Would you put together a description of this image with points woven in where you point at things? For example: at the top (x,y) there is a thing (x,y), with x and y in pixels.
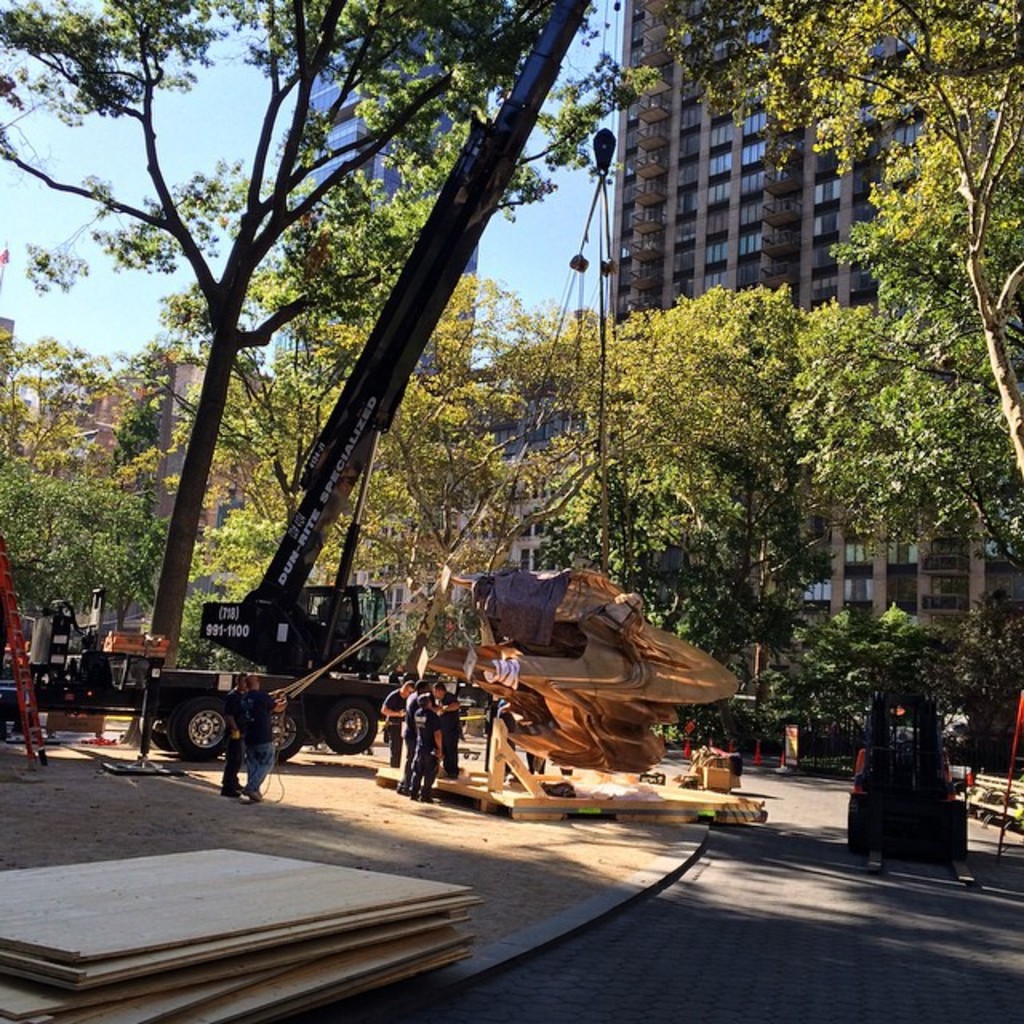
In this image there are buildings (685,238), in front of the buildings (637,234) there are trees (452,419), in front of the image there are a few people (267,742) standing, beside them there is a crane (333,730) lifting some objects (538,737), in front of the image there are wooden sheets (259,884) and there is a vehicle (901,824) on the road (797,811).
